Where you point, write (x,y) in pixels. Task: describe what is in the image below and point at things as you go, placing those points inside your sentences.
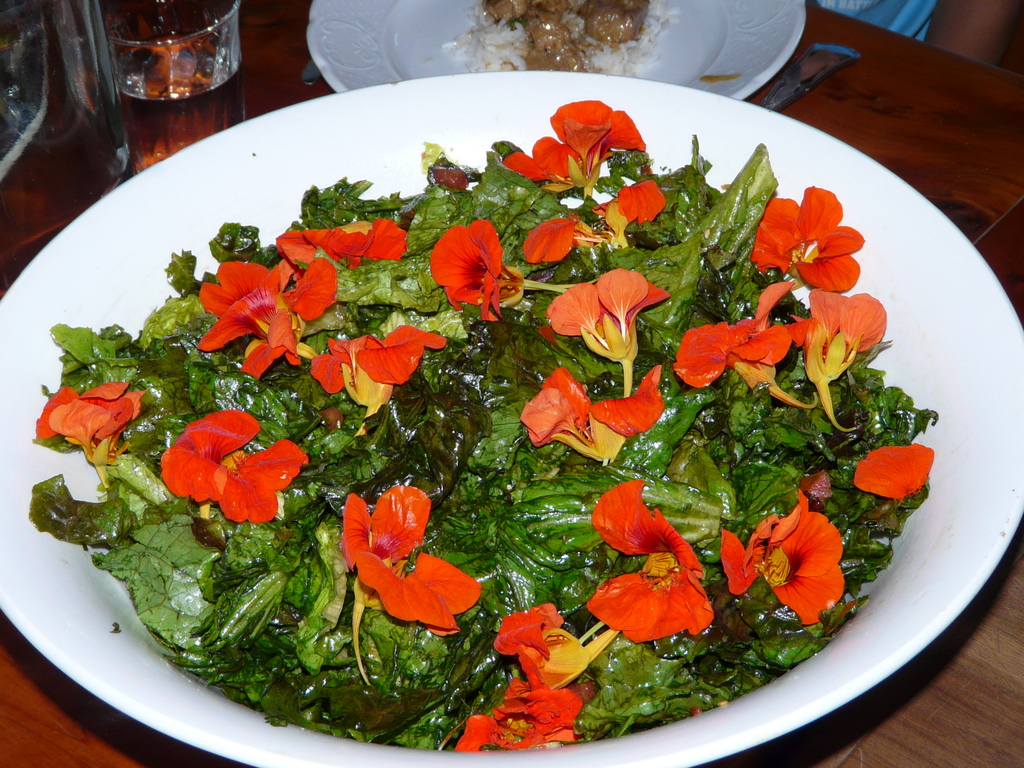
In this image I can see a table (915,148) and on it I can see a glass (142,120), two plates (309,188) and in these plates (447,139) I can see different types of food (415,223). I can also see number of orange colour flowers (528,167) in one plate (786,172) and on the top right side of this image (859,13) I can see a blue colour thing (886,28).
